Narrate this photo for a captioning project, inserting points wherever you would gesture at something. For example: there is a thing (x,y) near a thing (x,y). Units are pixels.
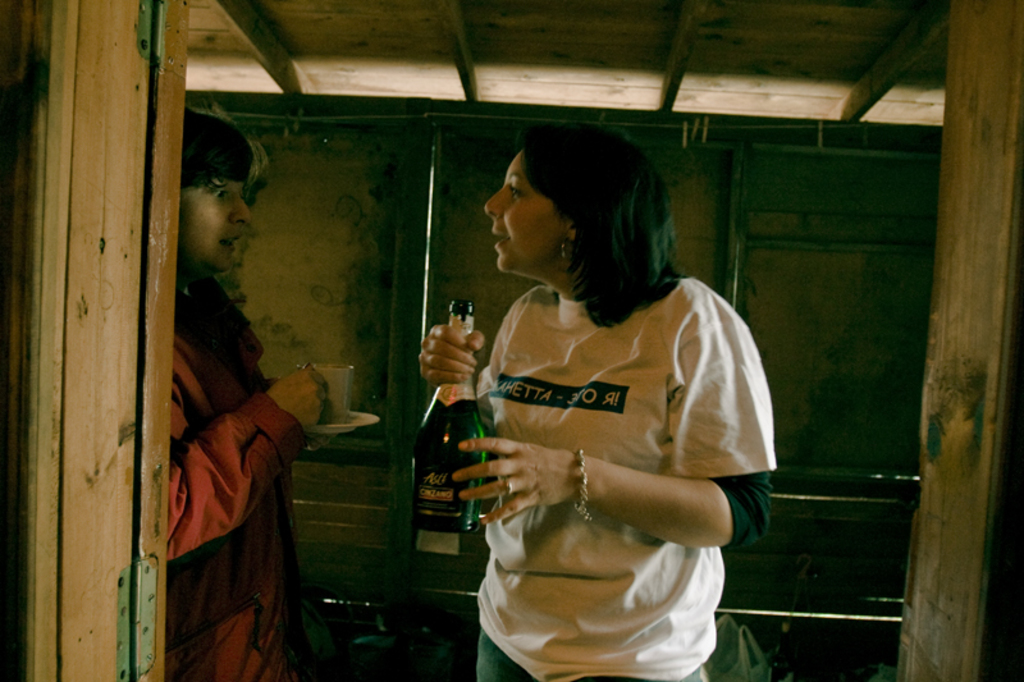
This picture is clicked inside the room (784,526). Woman (599,485) in white t-shirt (548,416) is holding green bottle (438,502) in her hand (495,451). Beside her, woman (218,436) in red jacket (216,472) is holding cup (348,372) and saucer (360,417) in her hands (292,391) and both of them are talking to each other. Behind them, we see wooden wall (395,155).
